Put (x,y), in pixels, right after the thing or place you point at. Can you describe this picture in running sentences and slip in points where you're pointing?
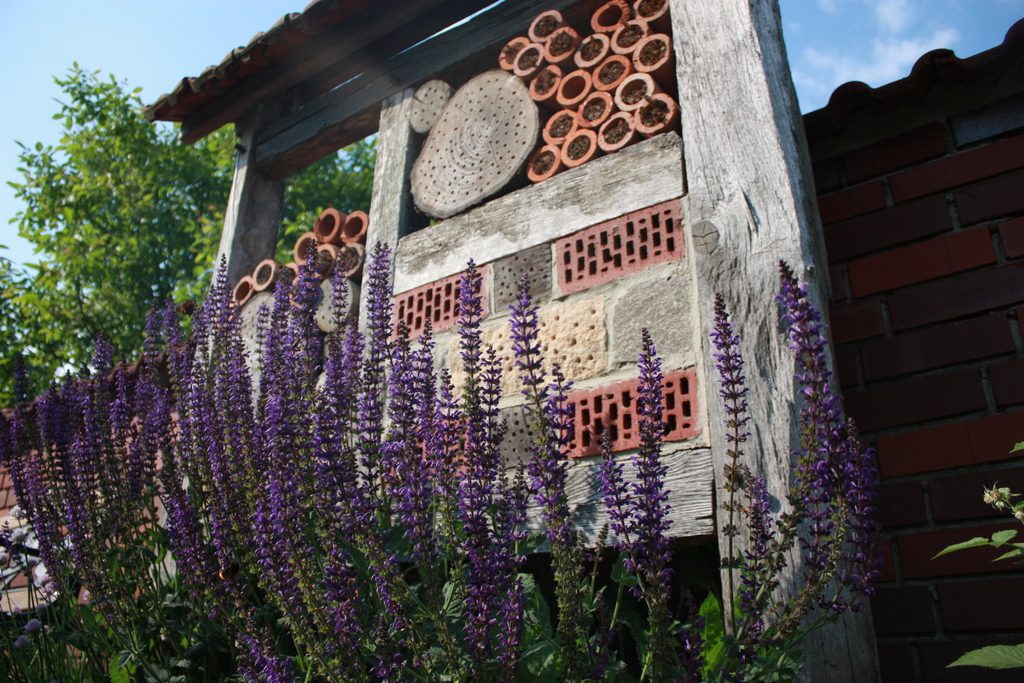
In the picture I can see plants (375,592) and trees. In the background (910,474) I can see a brick wall (851,352), the sky (801,19) and some other things (423,262).
